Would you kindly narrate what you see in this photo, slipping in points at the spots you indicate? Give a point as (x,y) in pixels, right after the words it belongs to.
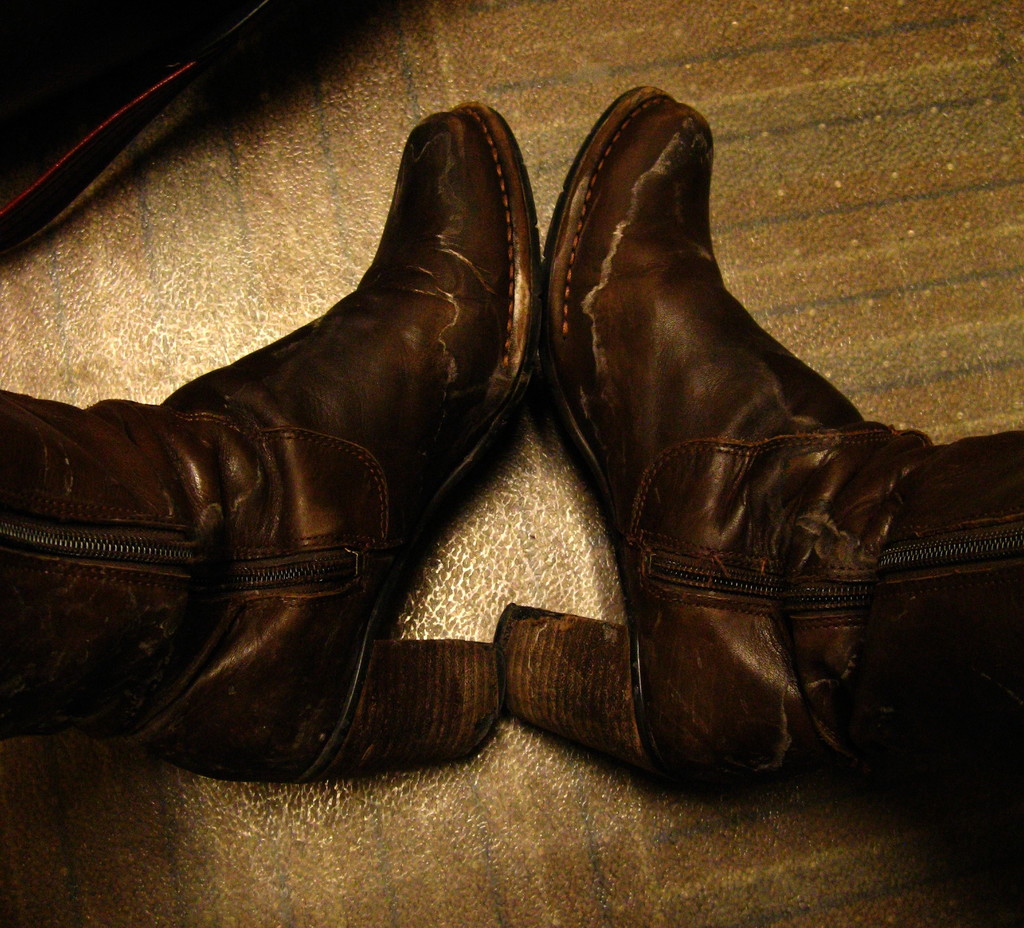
In the center of the image (667,600) there are shoes (759,447) on the floor (694,838).
